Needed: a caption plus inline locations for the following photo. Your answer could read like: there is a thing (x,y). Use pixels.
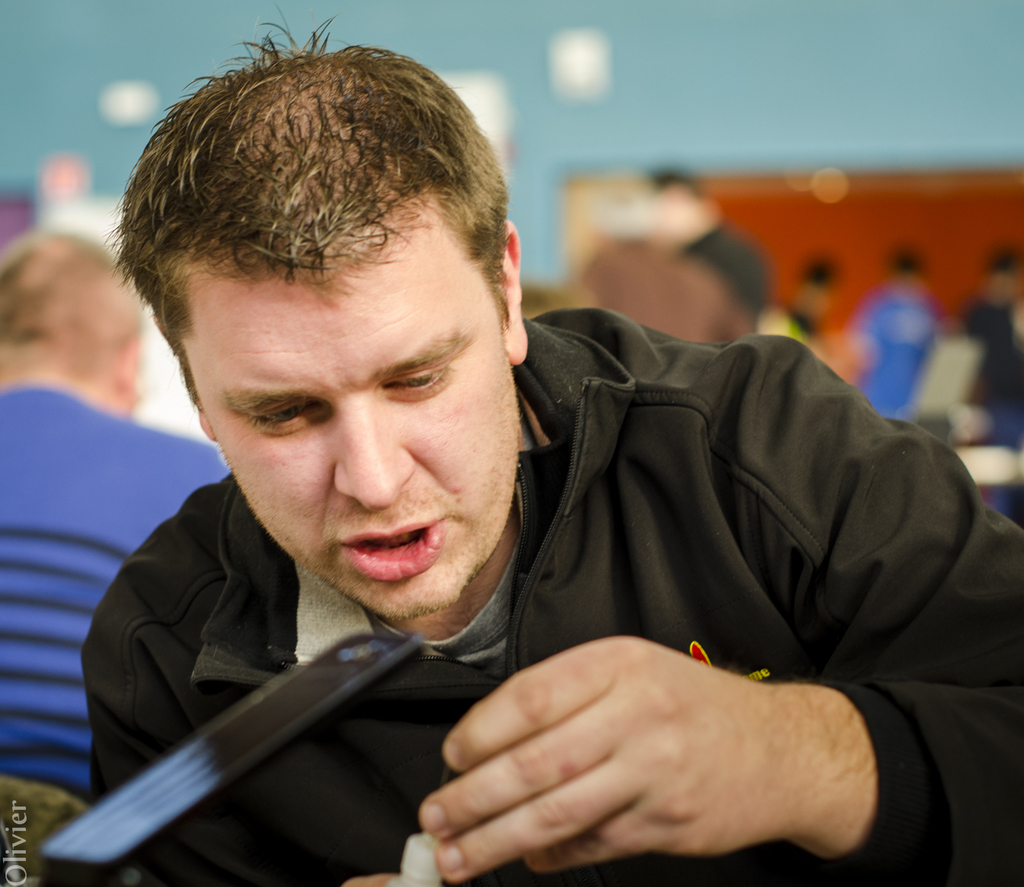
In this picture we can see a man (479,700) in the front (549,763), he is holding something, in the background (771,98) there is a wall (728,64) and some people (892,356), we can see a blurry background (850,146).
